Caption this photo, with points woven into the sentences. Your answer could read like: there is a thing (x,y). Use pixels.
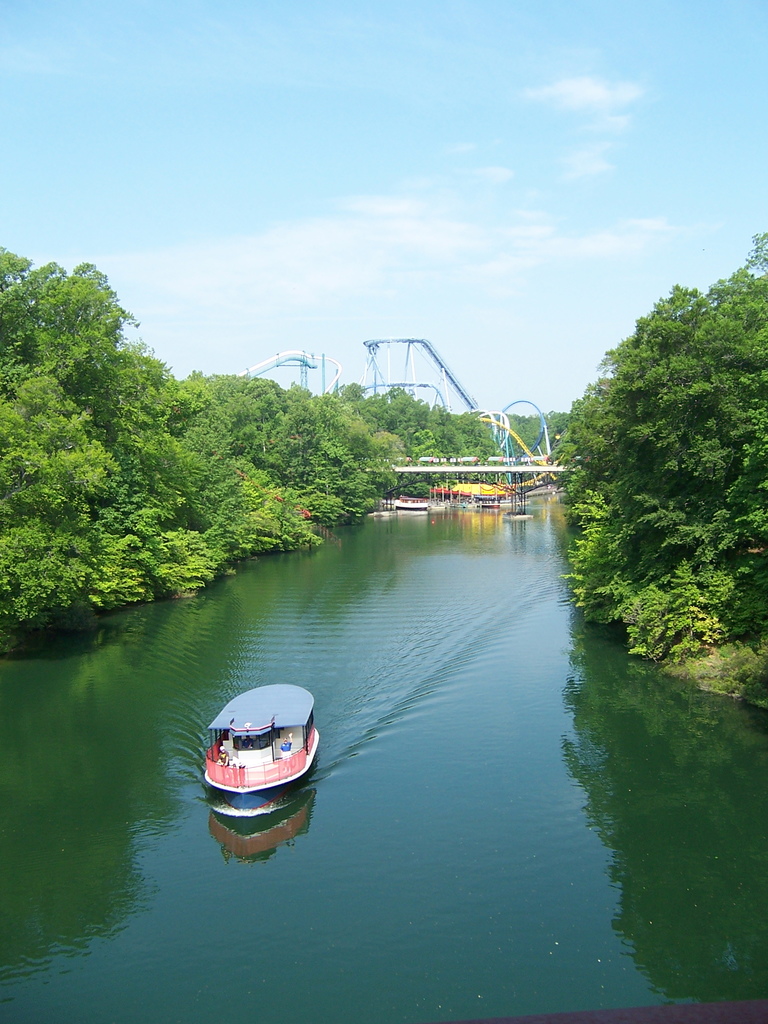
In this image we can see a boat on the water (392,799). Here we can see trees (610,501), bridge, and few objects (505,485). In the background (454,232) there is sky (534,215) with clouds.
